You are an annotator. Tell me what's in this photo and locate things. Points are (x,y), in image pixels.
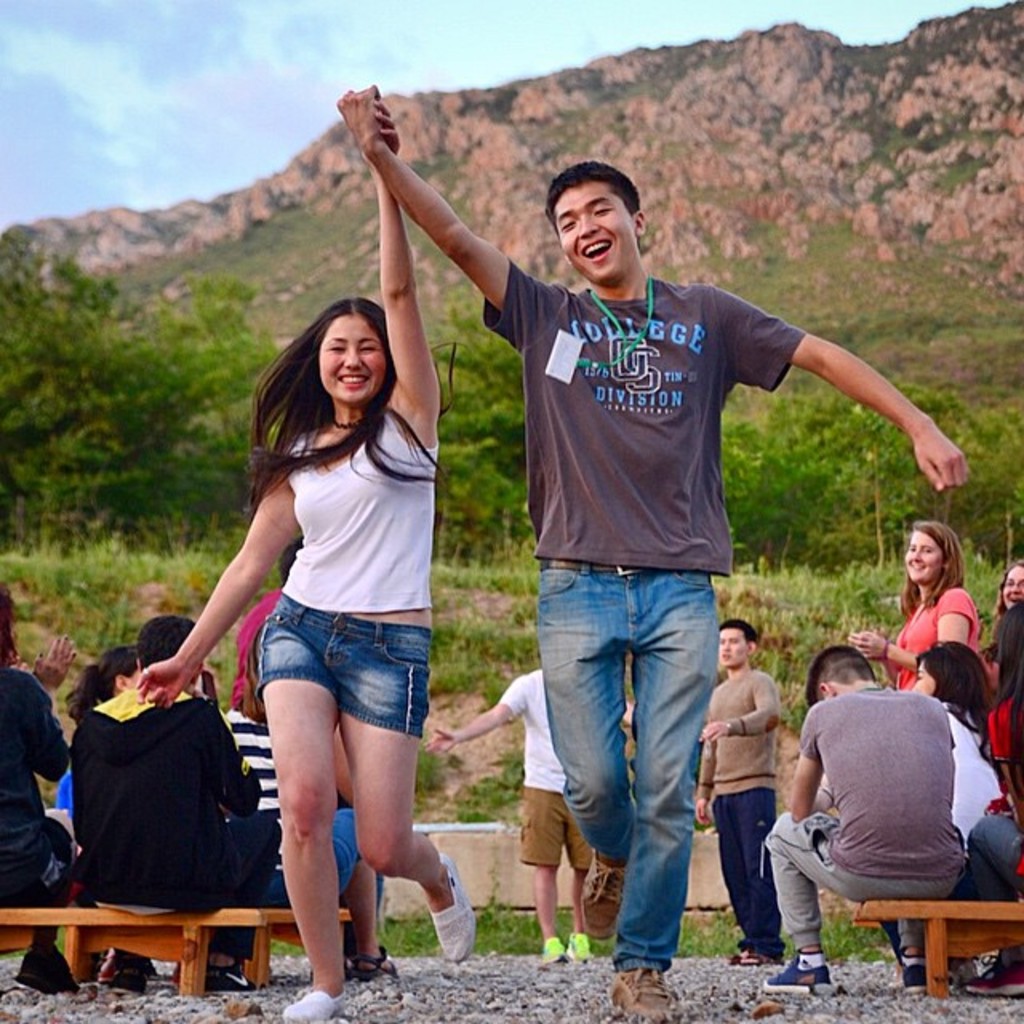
In this image we can see two persons (570,310) holding hands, one of them is wearing an access card (571,339), behind them, we can see a few people (744,650), some of them are standing and the some people (789,899) are sitting on the benches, there are mountains (616,142), plants (702,945), and trees (925,492), also we can see the sky (565,21).
